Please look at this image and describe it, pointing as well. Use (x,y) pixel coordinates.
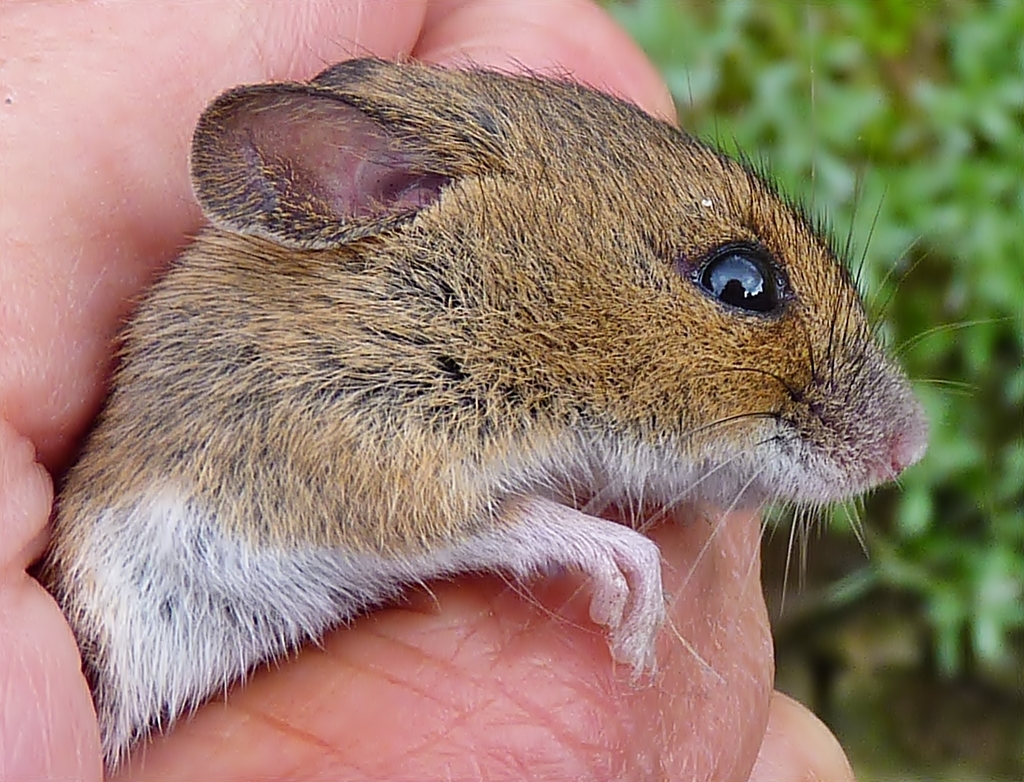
This is a zoomed in picture. In the center (548,311) we can see the hand (34,549) of a person (562,650) holding an animal (545,474). In the background (957,554) we can see the green color objects (916,102) seems to be the plants (993,638).
